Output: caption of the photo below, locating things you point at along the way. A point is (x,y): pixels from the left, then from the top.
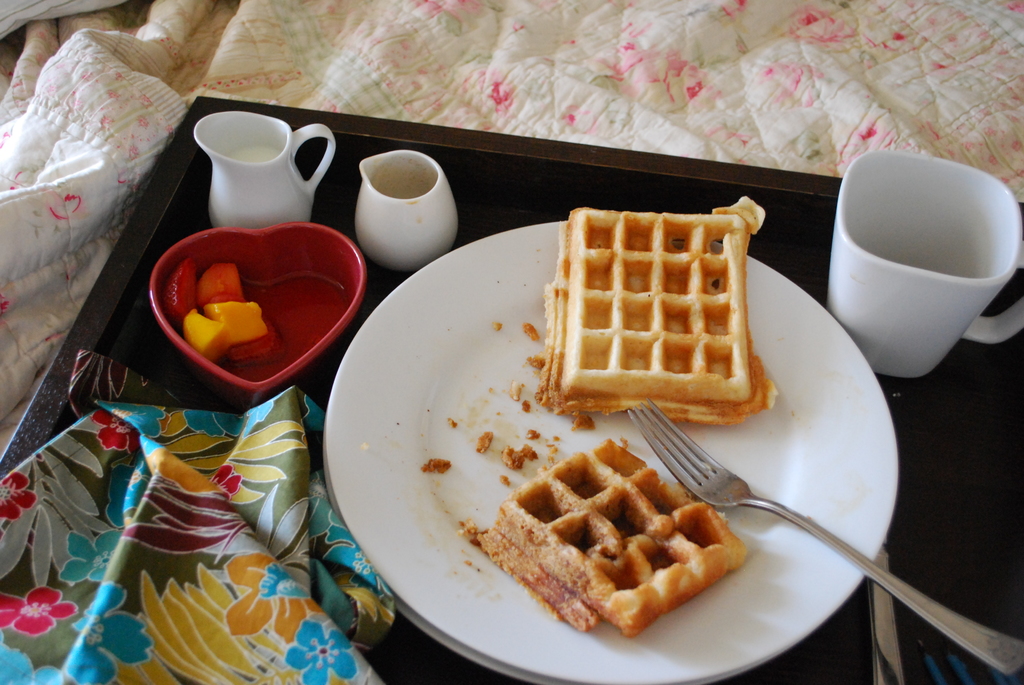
In this image there is a bed (277,84) with a bed sheet (43,196) and a tray (958,416) on it and on the tray (317,462) there is a cup (926,281), a bowl (197,363) with fruits (239,328), a napkin (169,439), a fork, a jug (258,186) with sauce (387,181) and a plate (735,458) with fork (779,509) and waffles (612,407).
